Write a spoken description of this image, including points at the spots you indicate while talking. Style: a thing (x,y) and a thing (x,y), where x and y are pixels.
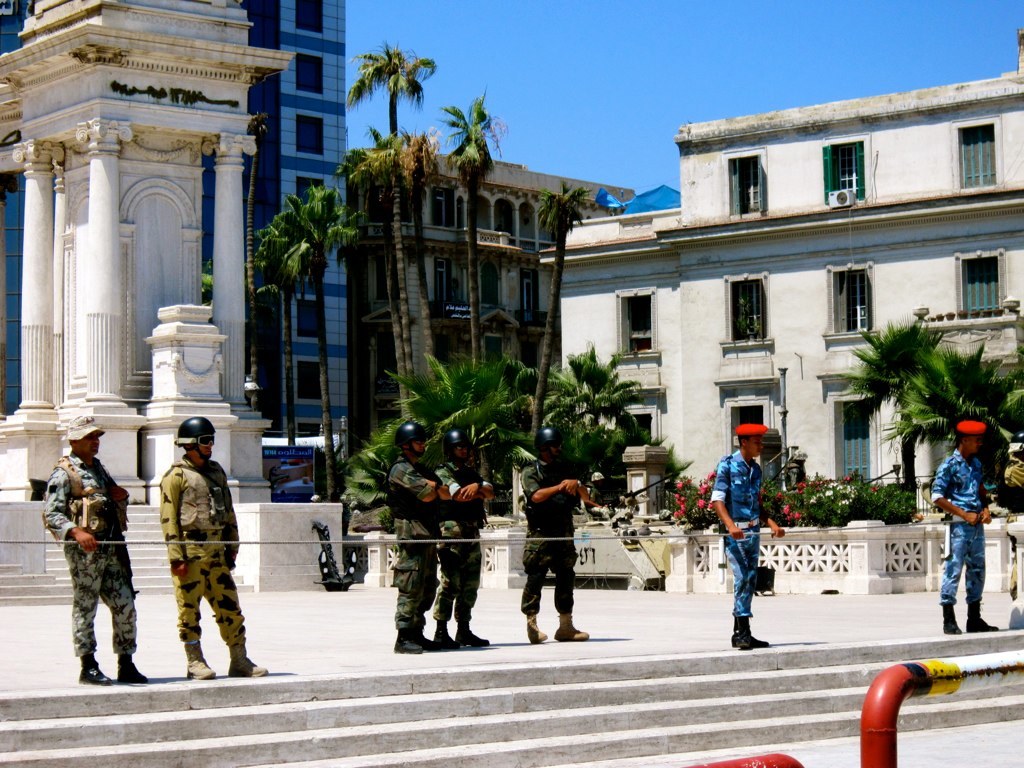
In this image, we can see people (479,577) standing on the surface (607,629). At the bottom of the image (709,695), there are stairs (634,717), path (997,729) and rods (781,763). In the background (319,494), there are plants (376,497), stairs (149,571), pillars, trees (909,486), buildings (660,325), walls (738,389), windows (959,305), banner (296,478), vehicle (635,519), people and the sky (697,105).
